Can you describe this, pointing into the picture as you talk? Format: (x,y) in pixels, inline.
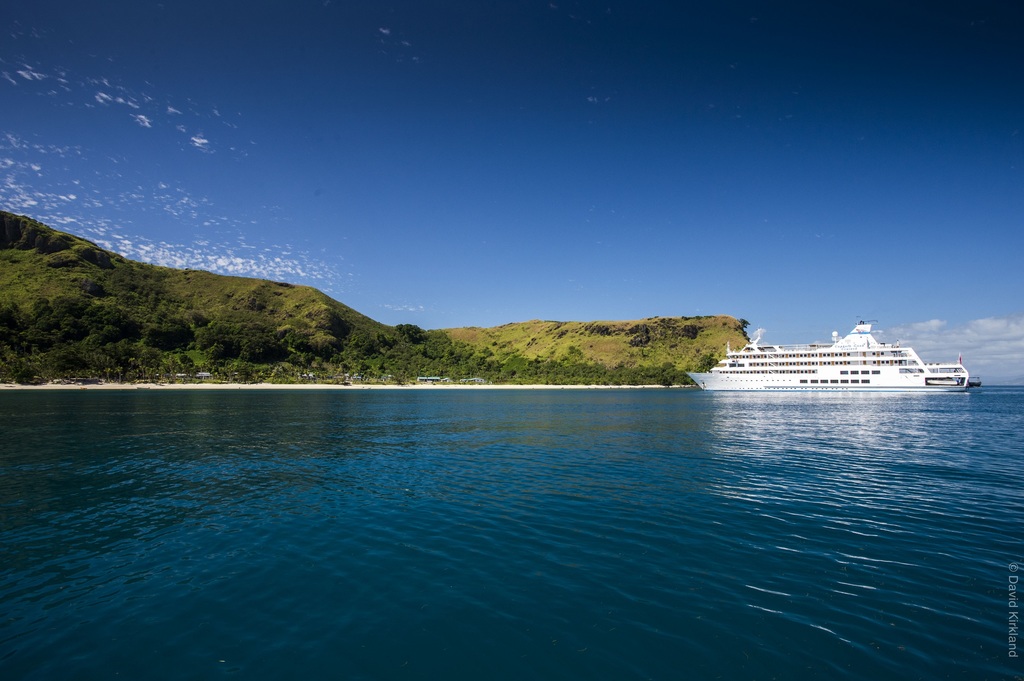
In the picture we can see the water (667,484), which is blue in color and far away from it, we can see a ship (903,348) in the water (685,388), which is white in color with three floors (945,365) on it and behind it, we can see some hills (293,374) covered with plants (213,337) and grass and in the background (372,199) we can see a sky (505,243) with clouds (944,348).
